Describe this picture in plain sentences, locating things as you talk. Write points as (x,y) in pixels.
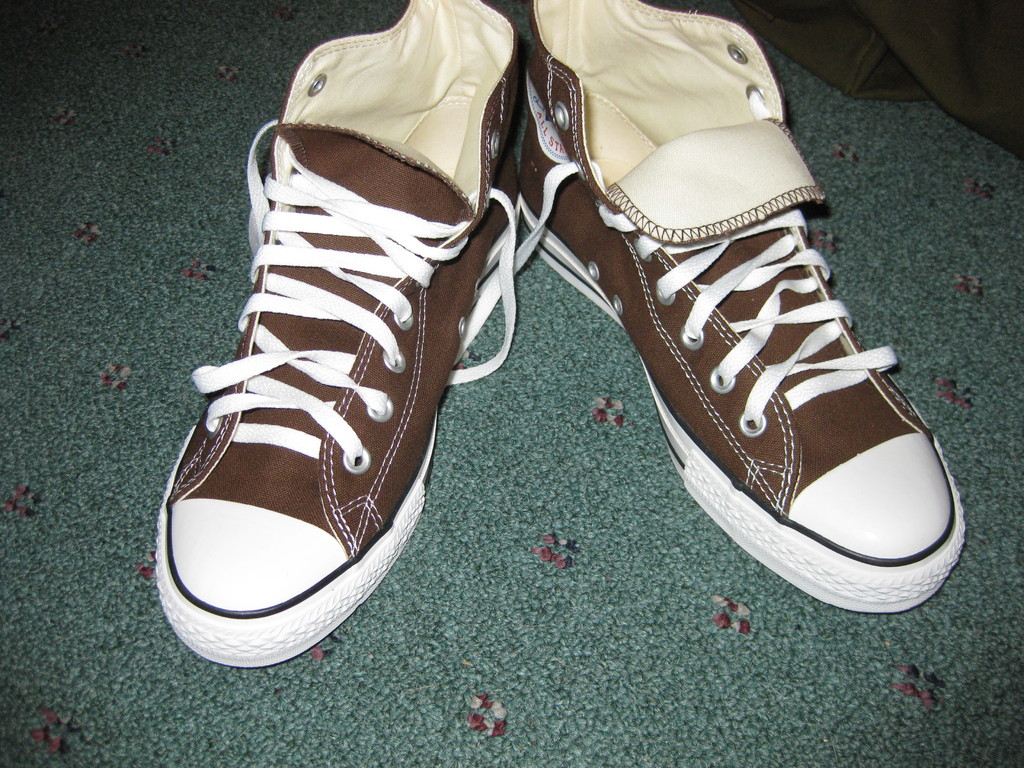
In this picture there are brown color shoes (353,314) on the floor (551,450). At the bottom (490,610) there is a green color mat (558,676). In the top right (968,117) there is a green color cloth (1013,104).
